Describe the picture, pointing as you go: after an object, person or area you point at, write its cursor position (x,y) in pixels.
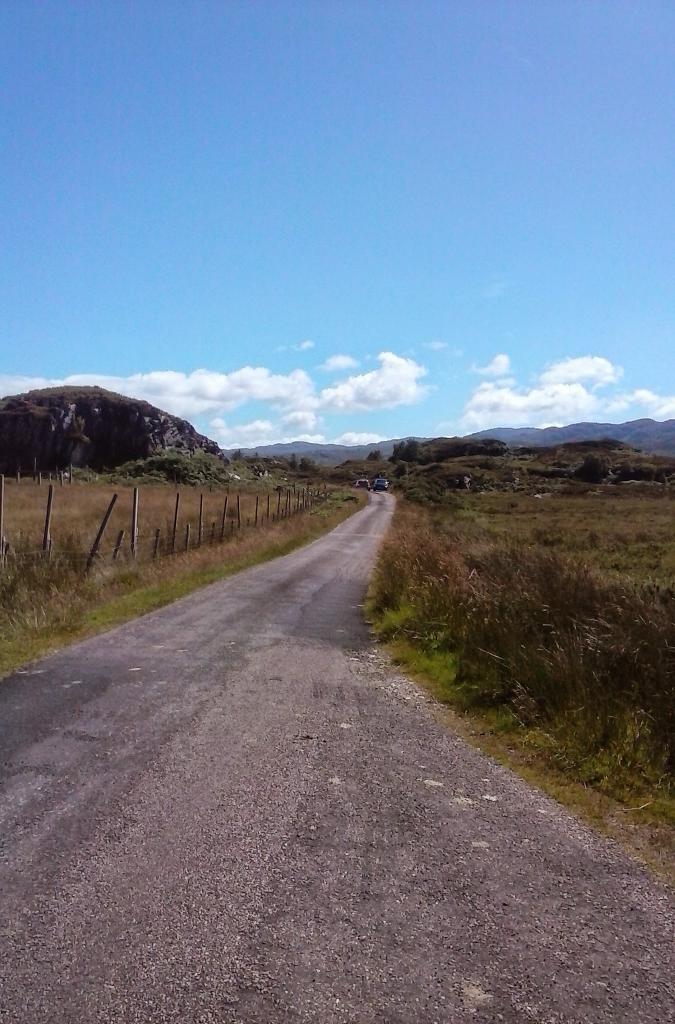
There are vehicles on the road (176,808). Here we can see grass (593,685), fence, and mountain (627,445). In the background (446,428) there is sky (377,306) with clouds (562,379).
